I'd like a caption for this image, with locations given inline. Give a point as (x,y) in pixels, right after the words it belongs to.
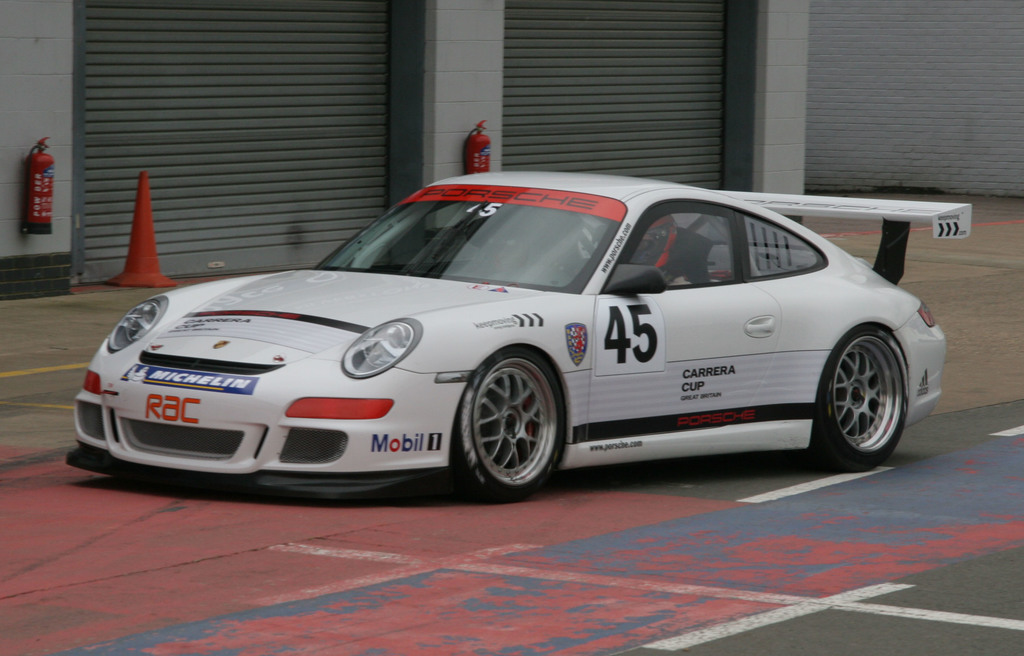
This image is taken outdoors. At the bottom of the image (300,582) there is a road (732,461). In the background (474,77) there is a wall (45,120) with two shutters (339,125) and there are two fire extinguishers (49,195). In the middle of the image (549,221) a car (283,281) is moving on the road (991,289).
